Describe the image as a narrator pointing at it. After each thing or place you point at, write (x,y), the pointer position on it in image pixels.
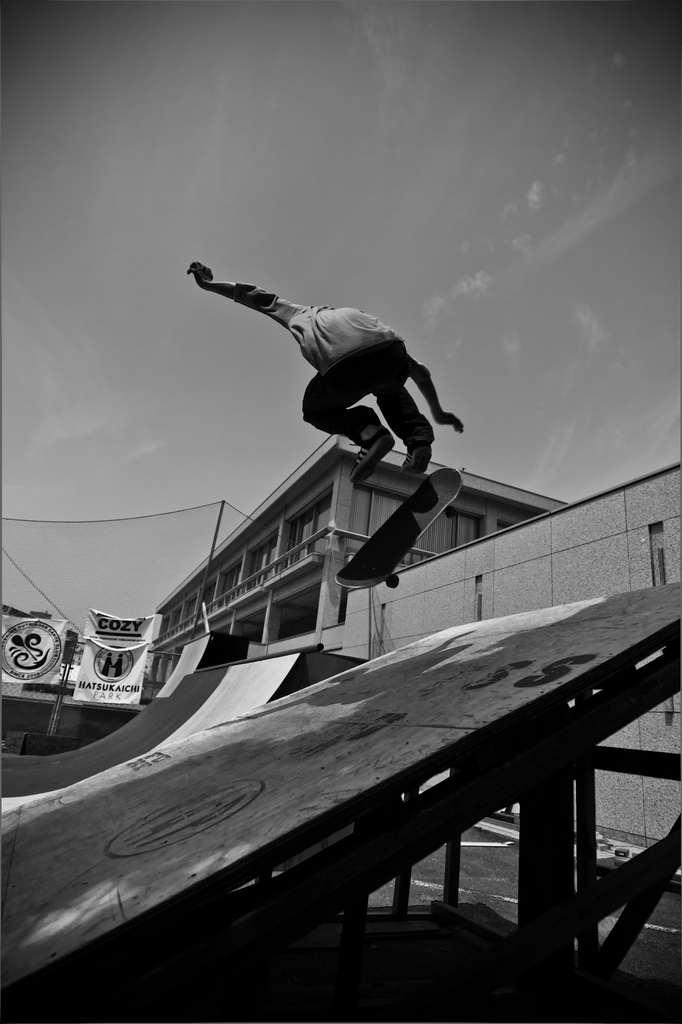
In this picture we can see a person (369,424) skating on a skateboard (407,511), in the background (114,670) there are banners (125,683), we can see a building (335,538) on the right side (671,494), there is the sky (331,126) at the top of the picture (331,126), it is a black and white picture.
